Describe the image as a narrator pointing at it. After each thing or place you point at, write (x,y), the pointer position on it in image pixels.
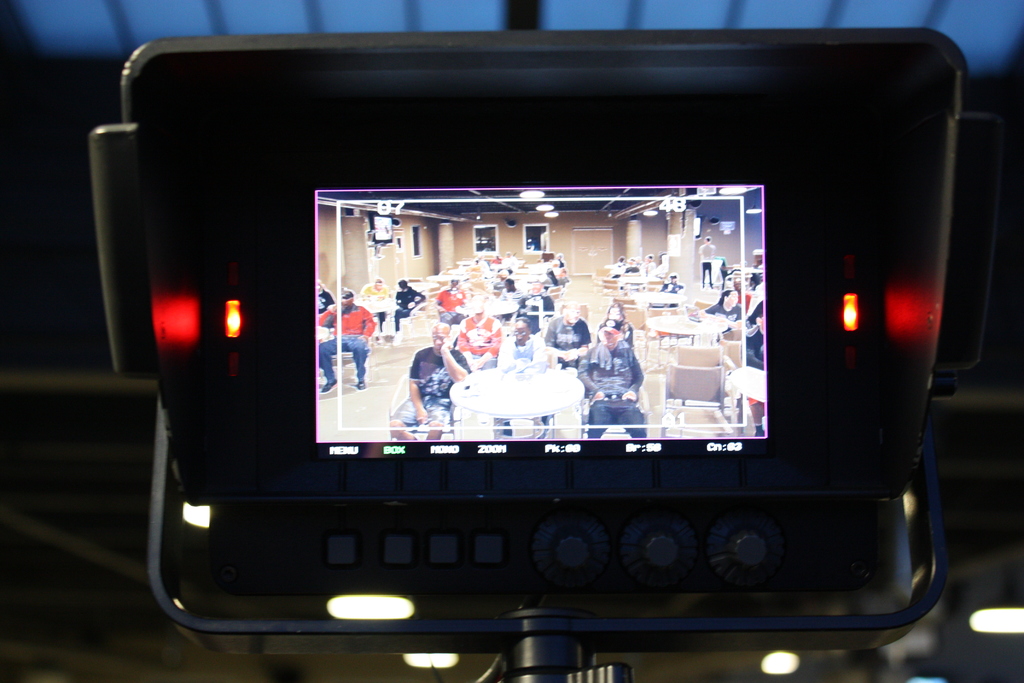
In the image in the center (567,243) we can see one display device (668,470). In the screen (642,405), we can see tables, chairs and a few people (603,339) were sitting on the chair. In the background (493,251) there is a wall (561,230), roof (502,209), lights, pillars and few other objects (593,241).
